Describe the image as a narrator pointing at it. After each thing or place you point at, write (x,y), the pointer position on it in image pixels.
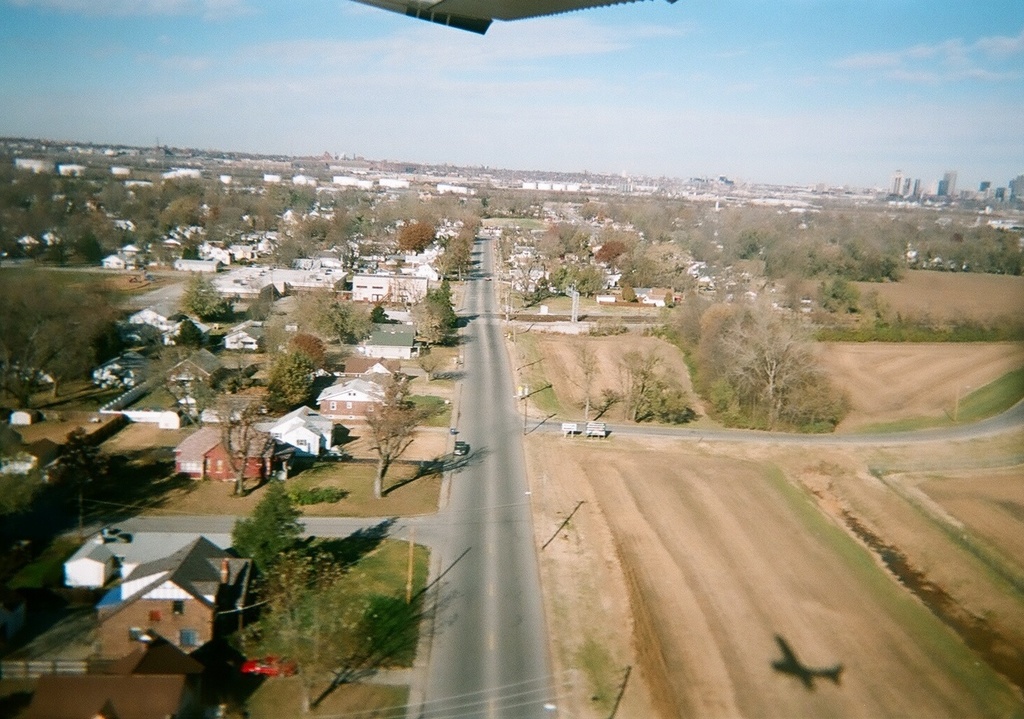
In this picture there is a top view of the town (252,300). In the front (247,656) we can see some trees (307,297) and small shed houses (198,609). In the middle (467,367) there is a small road (472,310) and in the background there are many trees (454,317).
